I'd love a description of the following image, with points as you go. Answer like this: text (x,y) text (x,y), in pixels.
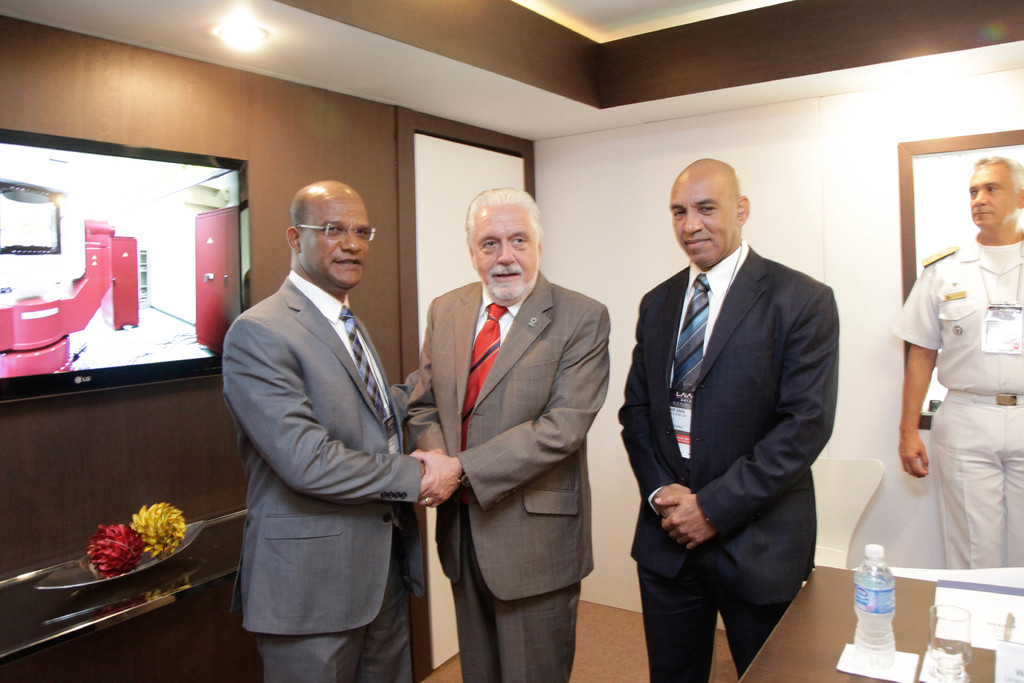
There are four men (438,362) standing. Among them two men (343,428) are hand shaking. This is a television (155,282), which is fixed to the wall (207,148). I can see an object (167,523), which is placed on the table (184,574). This looks like a door (446,197). I can see a ceiling light (243,36), which is attached to the ceiling (202,33). At the bottom right side of the image (803,665), that looks like a table (820,628) with a water bottle (871,638), glass (948,641) and papers (992,641) on it. This looks like a board (932,192), which is attached to the wall (869,216). I think this is a chair (844,511), which is white in color.
